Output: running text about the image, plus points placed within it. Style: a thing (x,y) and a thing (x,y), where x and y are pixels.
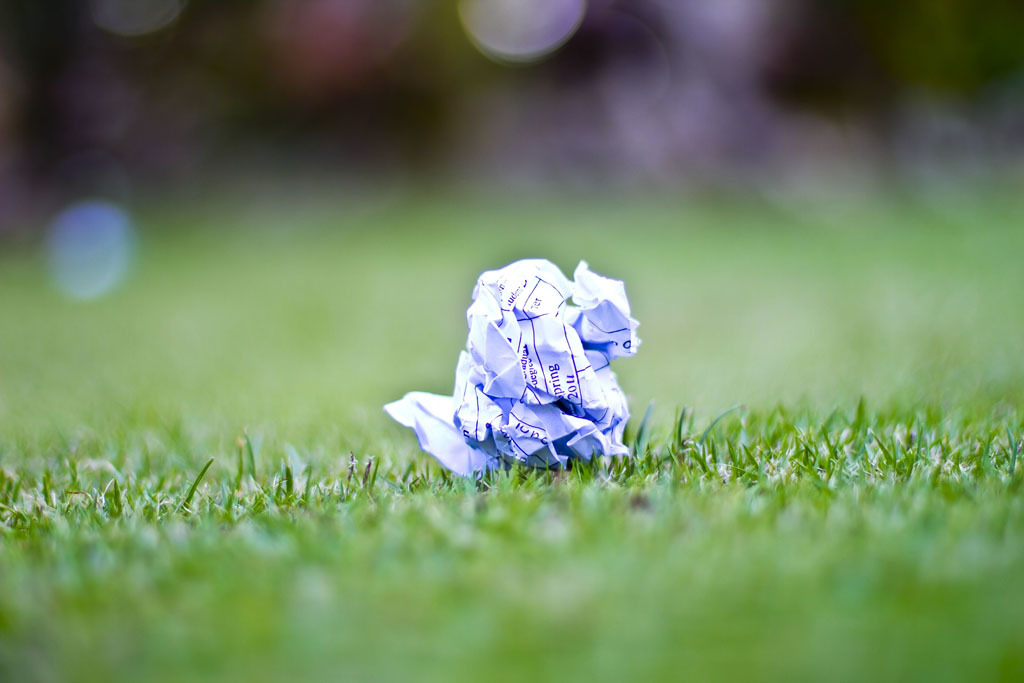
In this image I can see a paper (586,333) in the garden (708,473). Background (275,192) is blurred.
